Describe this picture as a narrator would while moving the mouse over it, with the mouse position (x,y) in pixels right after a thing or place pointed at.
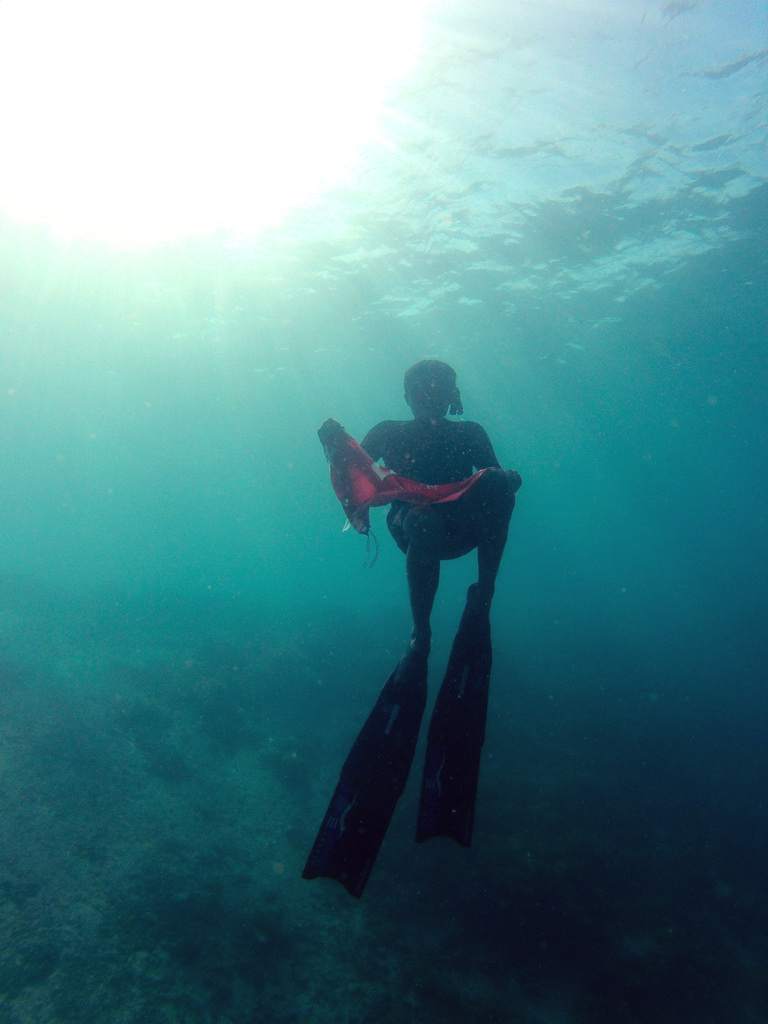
In this picture we can see a person (430,527) swimming in the water (231,743), we can see underwater environment (229,841) here.
